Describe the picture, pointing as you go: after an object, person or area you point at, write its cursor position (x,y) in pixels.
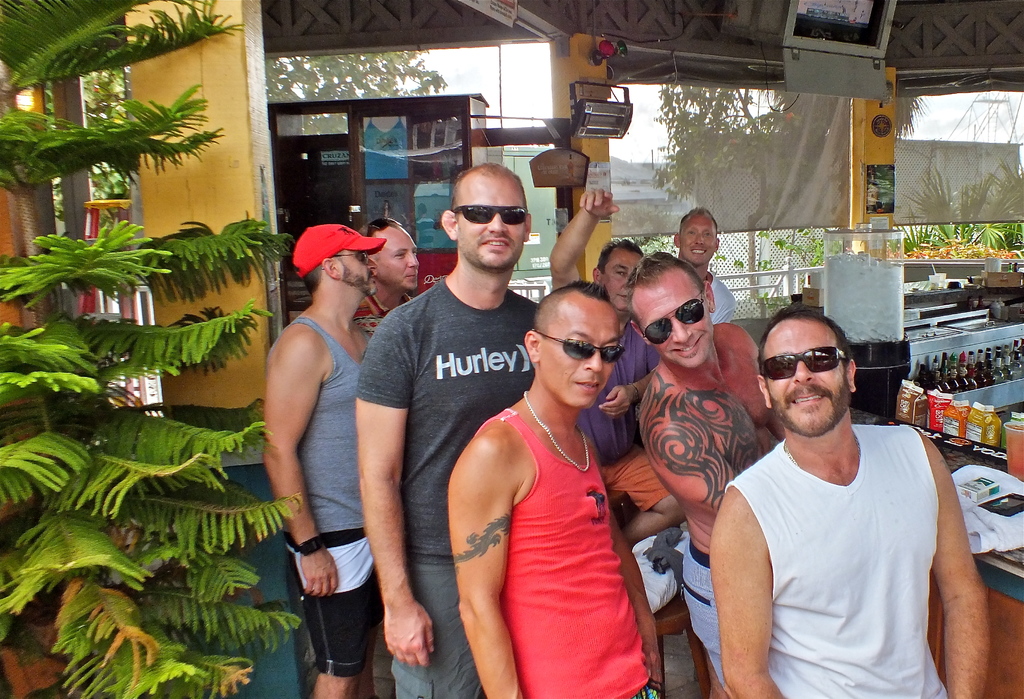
In this image there are group of people (617,381) in a bar (951,387), beside them there are bottles (968,374) and in the left side (145,376) there is a tree (183,485).
